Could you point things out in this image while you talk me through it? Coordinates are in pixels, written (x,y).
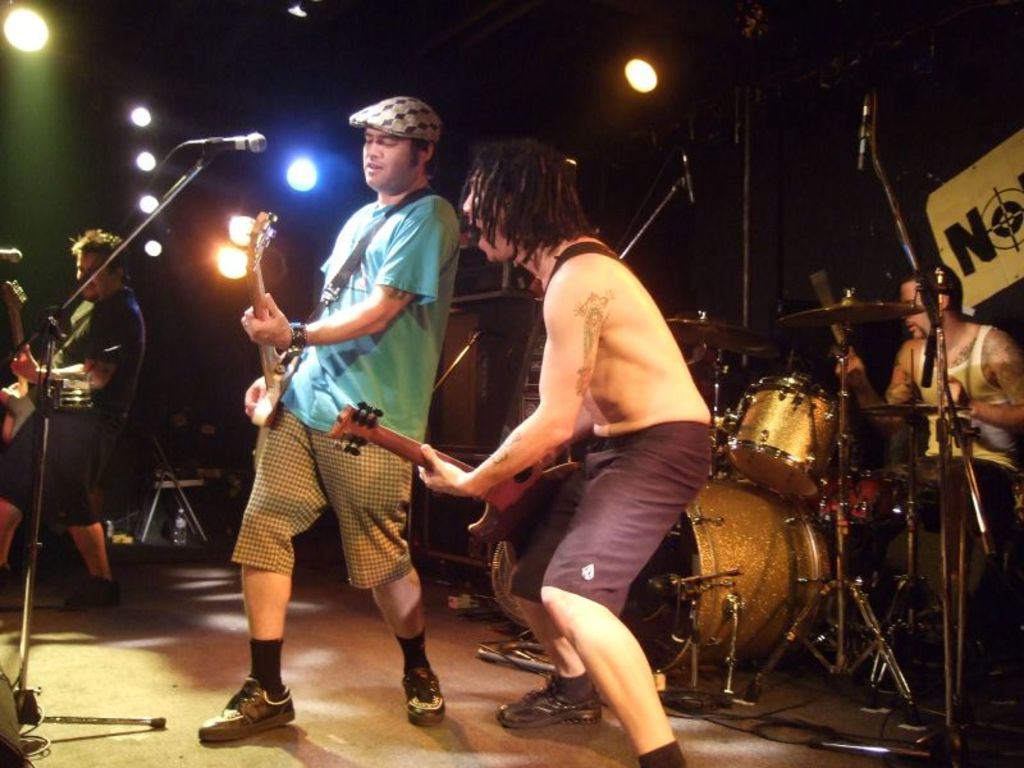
In the image we can see three people (349,474) standing and holding guitars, in front (199,157) there is a microphone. In the background (652,108) we can see wall (894,121), lights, banner (1015,223) and few musical instruments (821,471) and one person (921,375) sitting.
